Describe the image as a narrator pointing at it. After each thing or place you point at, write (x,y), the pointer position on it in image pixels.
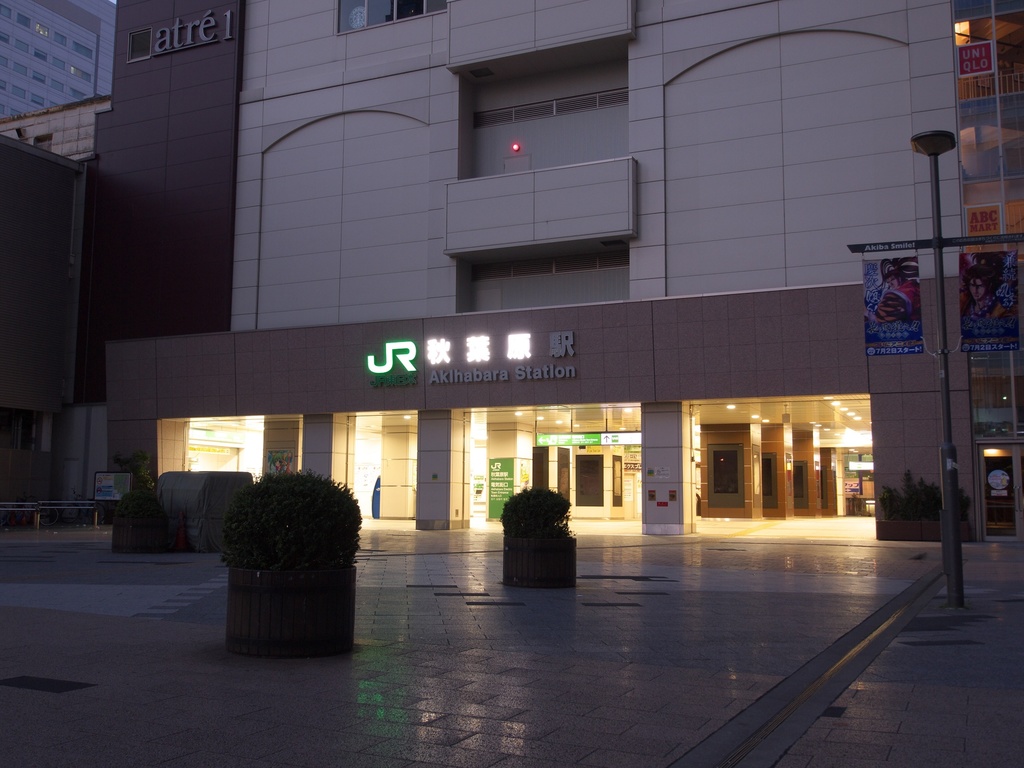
In this image there is a marble floor (596,744). There are buildings (337,467). There are bushes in front of building (464,289).
